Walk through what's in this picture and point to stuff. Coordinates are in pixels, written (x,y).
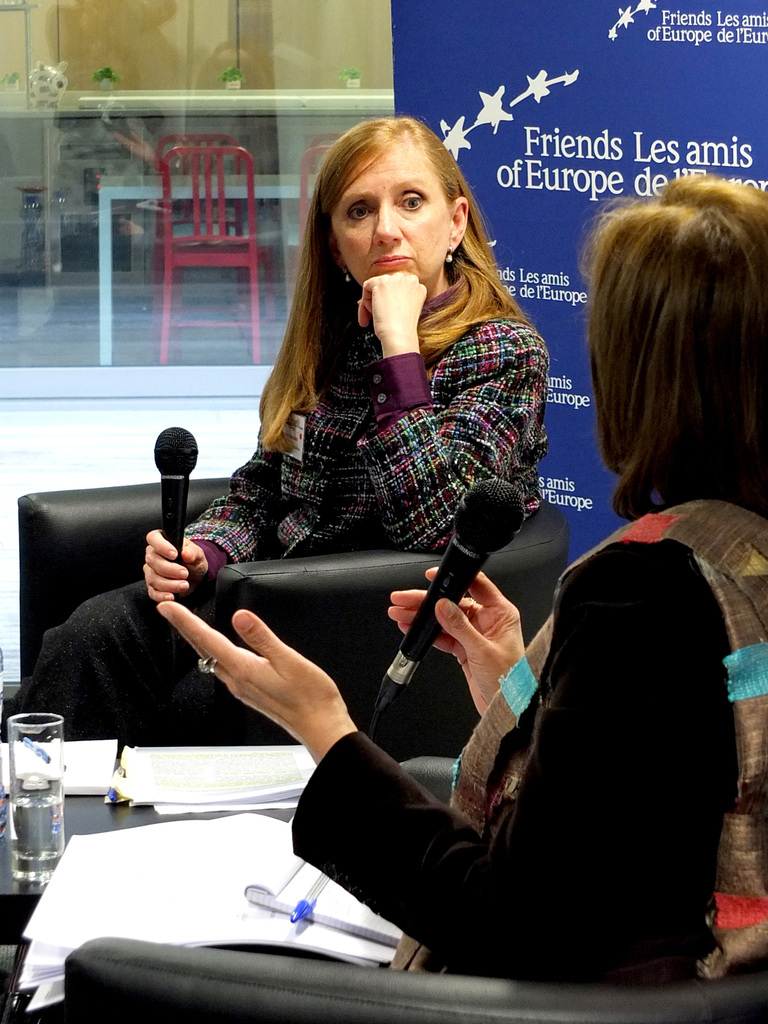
this picture shows two women (199,616) seated on the chairs (290,958) and holding microphones (477,560) in their hand (156,558) and we see some papers (186,884) and books (242,801) and a glass (30,720) on the table (78,802) and we see a hoarding (571,151) on their back (466,106).
